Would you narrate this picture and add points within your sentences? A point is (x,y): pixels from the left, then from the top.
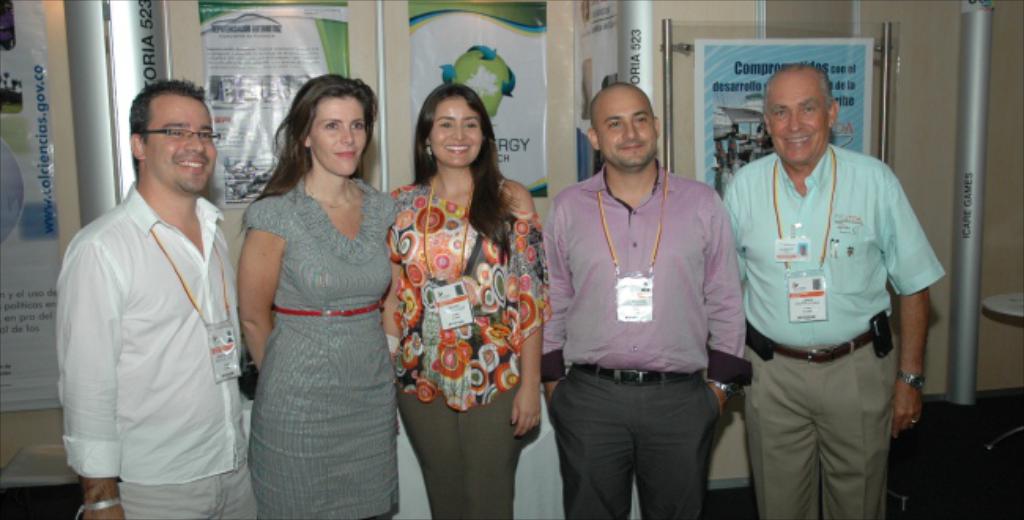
In this image we can see a group of people (491,213) standing on the floor (943,461). We can also see a table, poles (964,393), some banners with text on them and a wall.
